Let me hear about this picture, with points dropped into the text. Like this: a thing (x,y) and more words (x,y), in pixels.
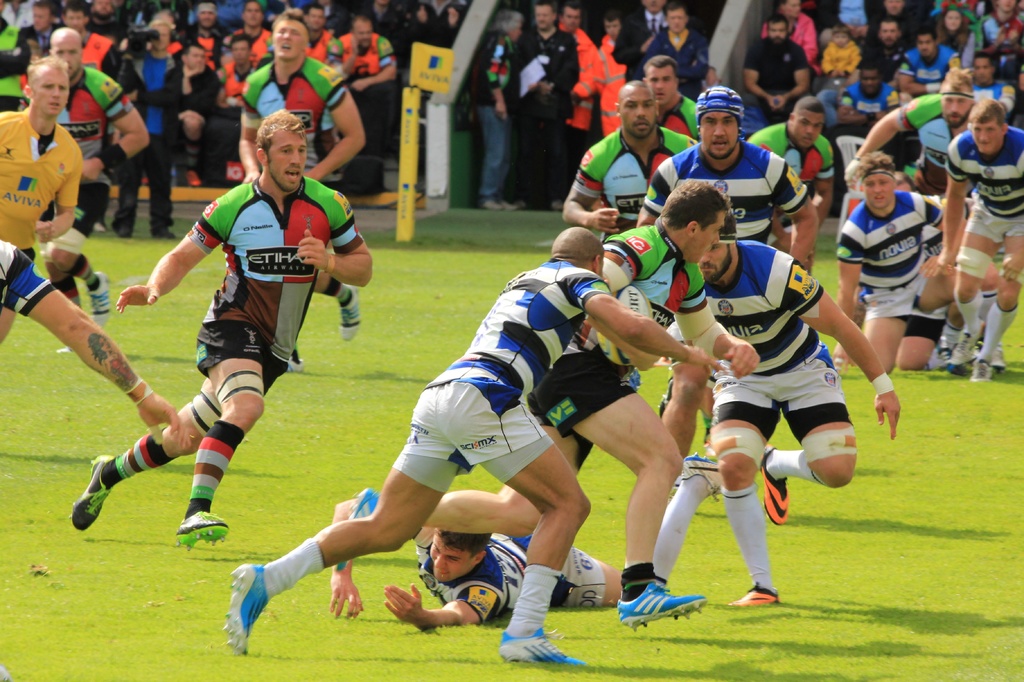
In this image I can see an open grass ground (420,257) and on it I can see number of people (591,250). I can see all of them are wearing sports jerseys (610,191), socks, shoes (774,507) and on their jerseys (725,292) I can see something is written. In the front (668,284) I can see one man (674,234) is holding a ball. In the background (410,206) I can see two yellow colour things (425,71) and number of people (505,38). On the top left side of the image (160,62) I can see one person (157,40) is holding a camera (147,47).
